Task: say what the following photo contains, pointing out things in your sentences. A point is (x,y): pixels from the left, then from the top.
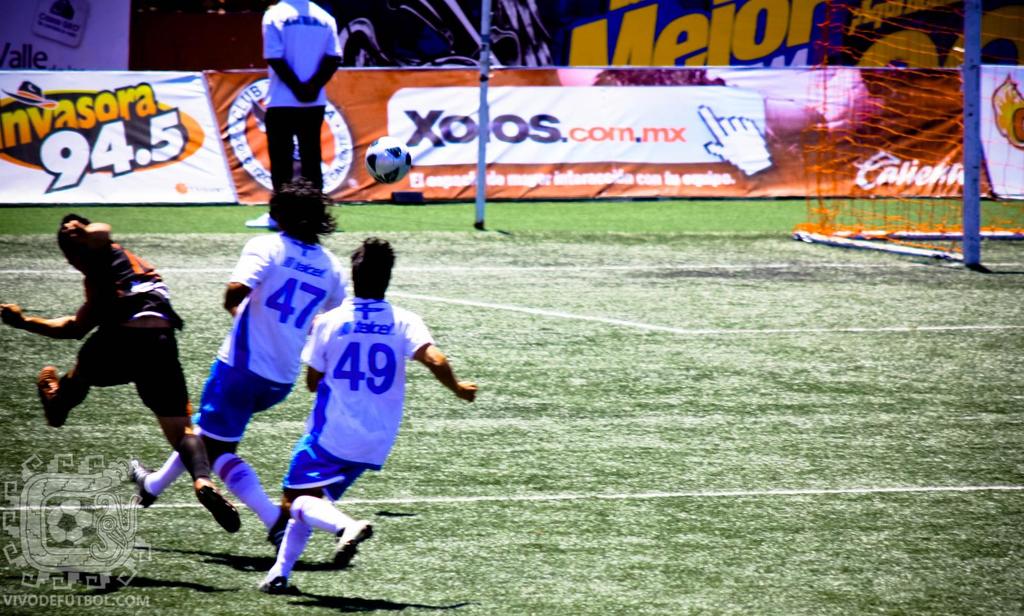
In this picture we can see three people (234,382) running on the left side (335,311). There is a watermark (51,521) visible on the left side (32,525). We can see some grass (182,262) on the ground (247,539). There are a few white lines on the ground (780,233). We can see a person (282,7) standing on the grass (246,212). There is a pole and a net (825,209) is visible on the right side (816,62). We can see a few banners (567,57) in the background (634,28).
